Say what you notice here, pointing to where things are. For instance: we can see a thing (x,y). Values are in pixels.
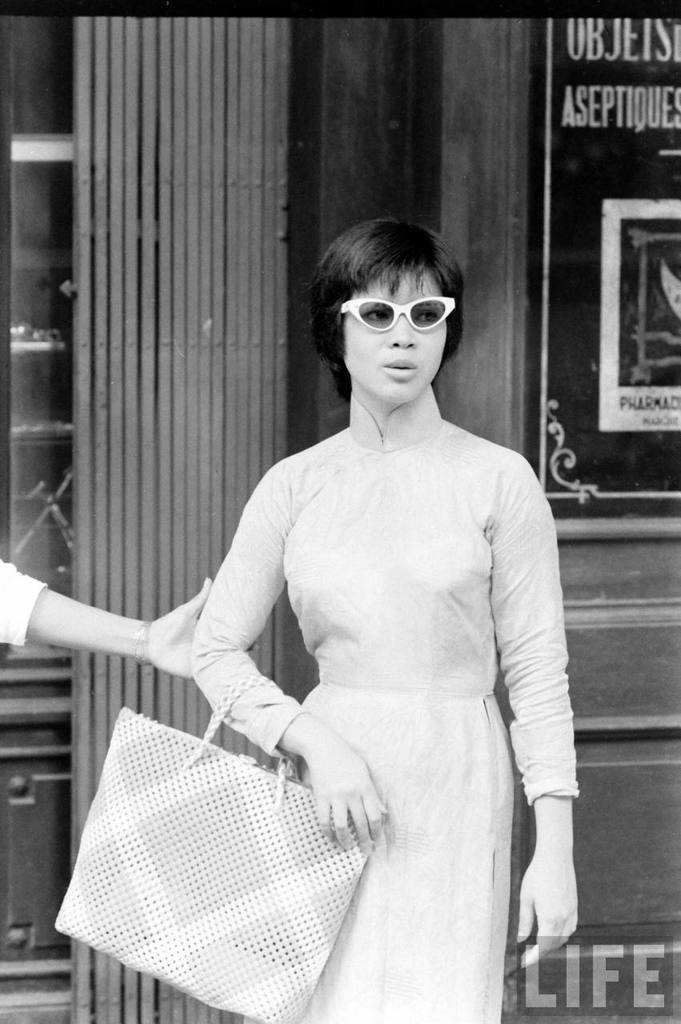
A lady (473,513) who is holding a handbag (213,746) and wearing spectacles (431,320) is standing on the road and another lady (141,643) is holding her. In the background (276,608) we observe a grill (170,458), poster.
